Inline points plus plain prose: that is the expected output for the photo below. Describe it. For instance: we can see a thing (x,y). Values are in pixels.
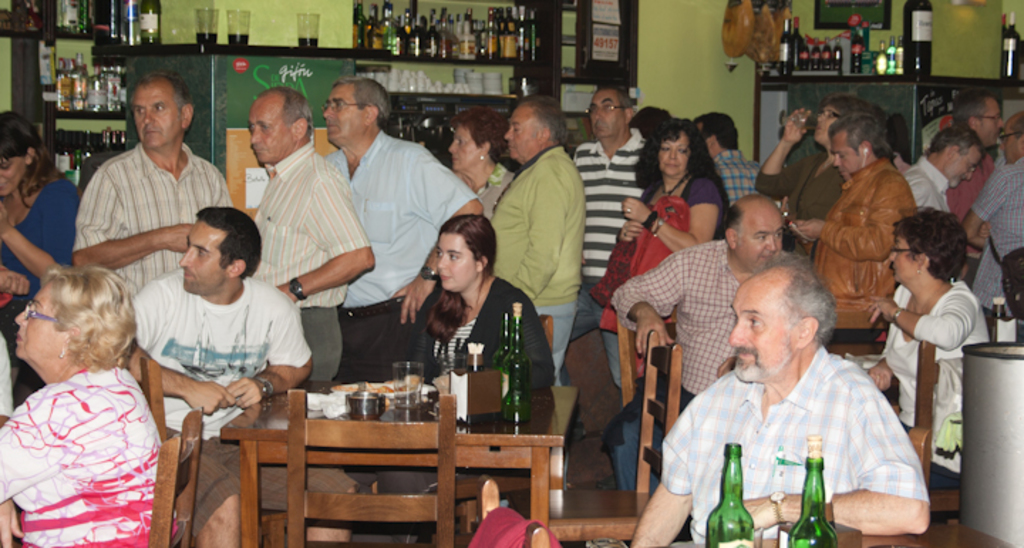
In this image group of people (386,193) standing in the floor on the right side (919,304) a woman (933,317) with white color t-shirt (942,333) sit on the chair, in front of her a man (722,261) with checked shirt (699,281) sit on chair (669,367). in front of him there is a man (684,458) with blue color checks shirt (690,472) sit on chair (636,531). and there are the two bottles (731,522) kept on the table (837,527). on the left side (81,482) a woman (64,480) with red and white color shirt (66,470) sit on chair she is wearing spectacles (26,319) and in front of her a woman (23,218) with blue color jacket (53,221) she is smiling. back side of her there are the bottles (58,78) kept on the rack (96,50). there are the glasses (209,28) contain a drink (306,40) kept on the container (211,64). and back side of image there are the bottles (436,37) kept on a rack (476,59).
